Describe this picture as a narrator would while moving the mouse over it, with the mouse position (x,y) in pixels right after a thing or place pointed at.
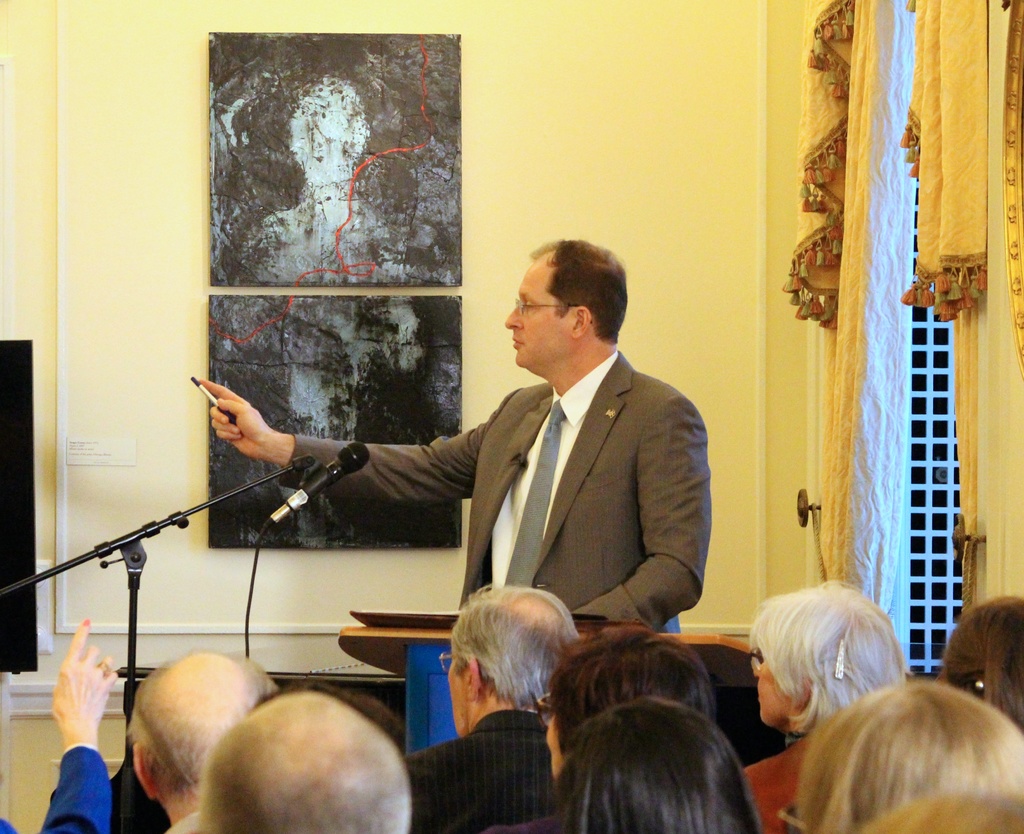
In this image I can see few people (826,636) and one person (601,518) is standing in-front of the podium (698,657). I can see the mic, stand (248,488), curtain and few frames (369,154) are attached to the wall (654,169).
